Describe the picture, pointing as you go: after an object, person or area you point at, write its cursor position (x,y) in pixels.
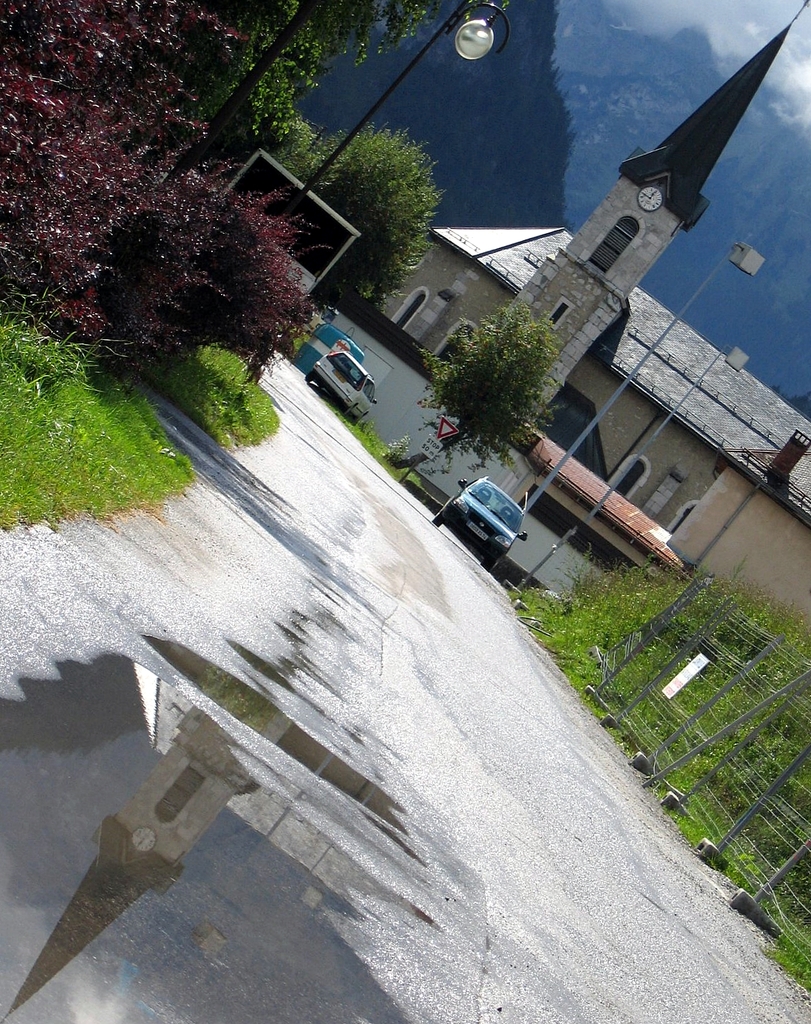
In the picture I can see water (236,932) on the road (182,932), I can see cars (501,514) parked on the road (500,608), I can see fence (806,677), shrubs (5,214), boards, light poles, stone building (623,342), hills (740,186) and fog (751,17) in the background (551,101).
